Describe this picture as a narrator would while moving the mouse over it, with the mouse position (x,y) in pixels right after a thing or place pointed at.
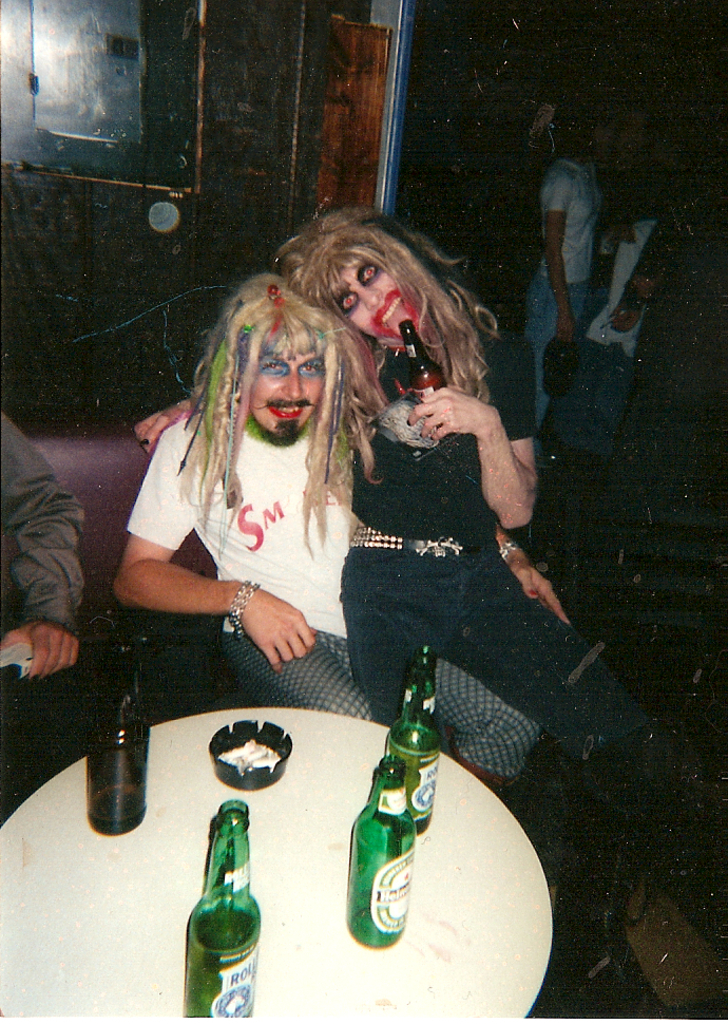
In the picture we can find two persons (351,240) sitting on the chair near to the table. On the table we can find four bottles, three are green in colour and one is black, And we can also find an ashtray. In the background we can find some people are standing.
